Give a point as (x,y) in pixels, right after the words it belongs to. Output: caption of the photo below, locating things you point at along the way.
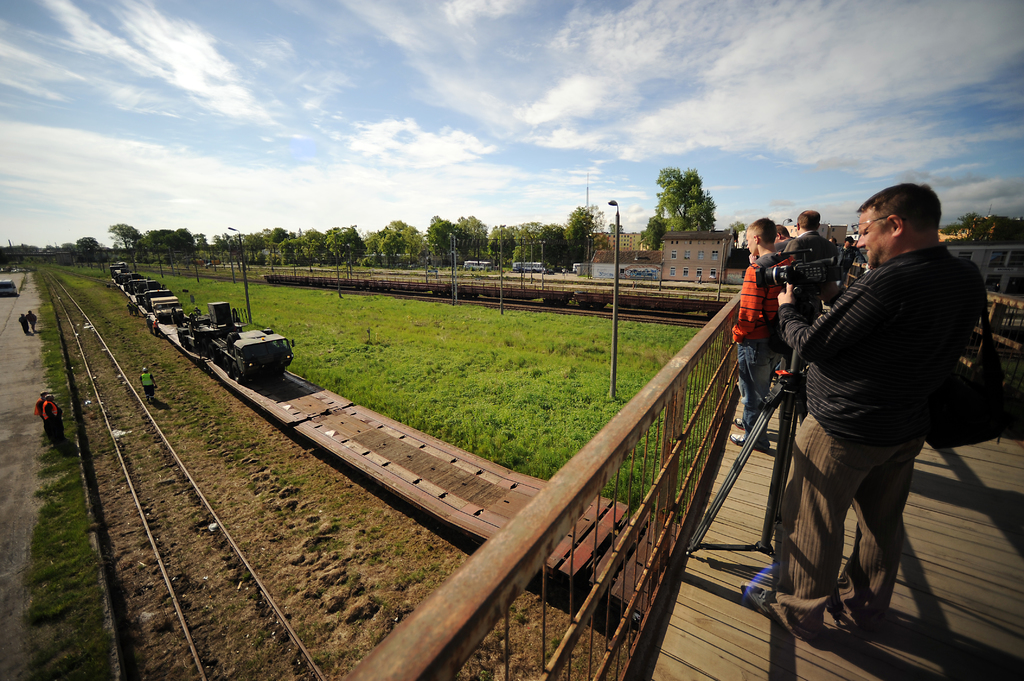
In this picture I can see a railway track (206,679) and a bridge (570,482) and I can see few vehicles (152,293) on the another track (424,461) on the train (442,461) and few people (751,234) are standing and watching and i can see a man (849,332) wore a bag (977,390) and holding a camera (830,281) with the help of stand (775,386) and I can see trees (321,239) few Pole lights (617,247) and buildings (739,268). Few people (47,405) are standing on the ground (48,386) and we see a cloudy sky (531,115) and I can see grass (90,266) on the ground (43,363).
